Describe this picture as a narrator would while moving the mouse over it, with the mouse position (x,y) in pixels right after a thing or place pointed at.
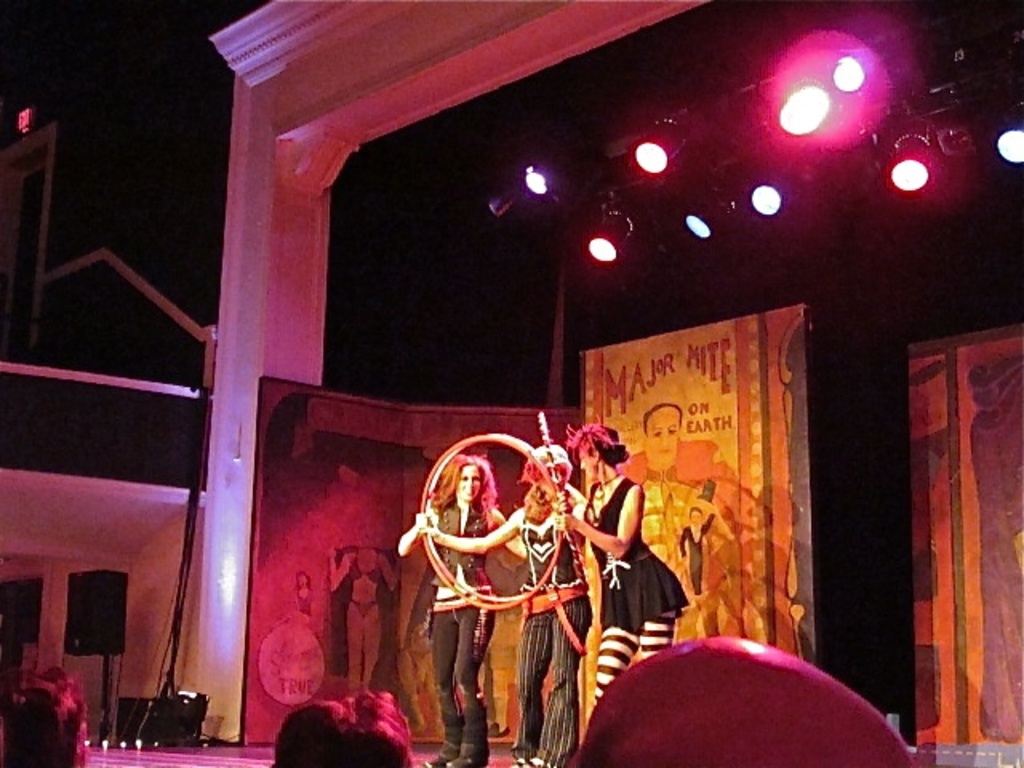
These are focusing lights (616,215). These three people (547,585) are holding rings (561,531). Here we can see a speaker (72,612). Background (360,602) there are hoardings (980,452).
